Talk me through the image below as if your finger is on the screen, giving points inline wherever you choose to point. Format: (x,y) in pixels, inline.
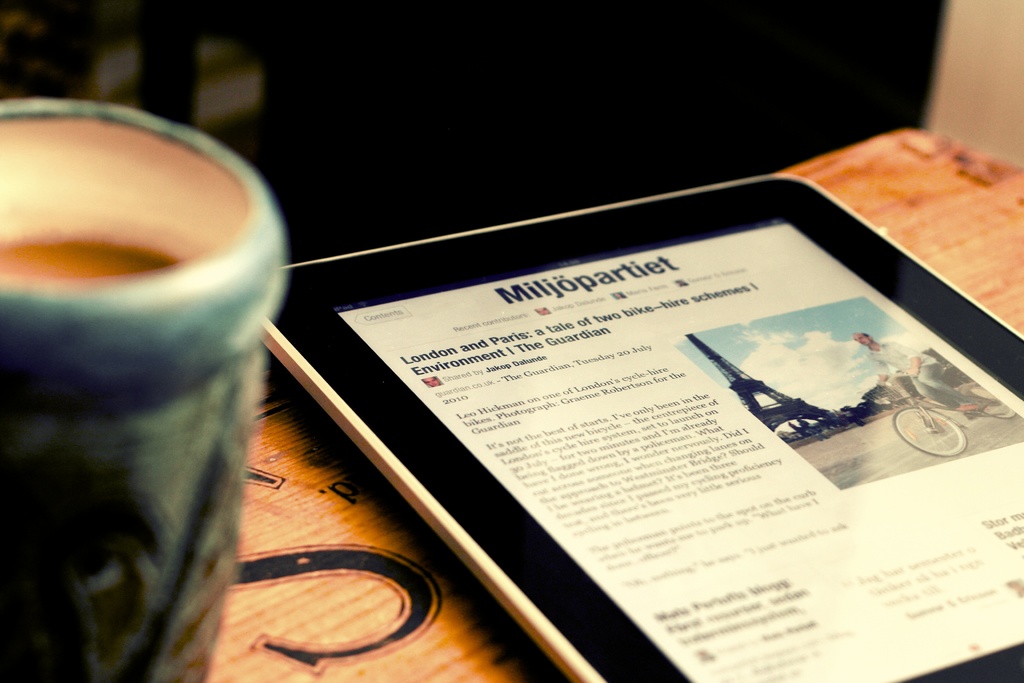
In this picture we can see a gadget (498,586) and cup (54,294) with drink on the table (268,611). In the background of the image (557,116) it is dark.
